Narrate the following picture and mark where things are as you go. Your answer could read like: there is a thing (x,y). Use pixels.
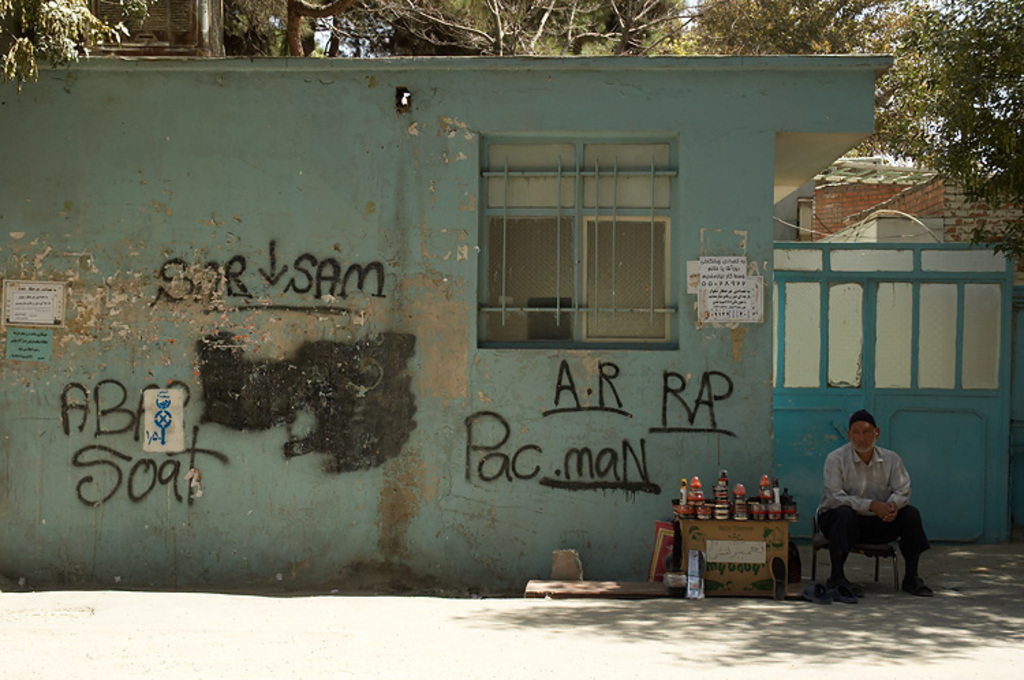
In the picture we can see a person (847,484) sitting on stool (868,556), next to him there are some objects (727,497) on cardboard box (726,560), there is a wall (261,352) on which some words (149,387) are painted, there is gate (795,370) and a window (591,300) and in the background of the picture (890,88) there are some trees (741,26).
